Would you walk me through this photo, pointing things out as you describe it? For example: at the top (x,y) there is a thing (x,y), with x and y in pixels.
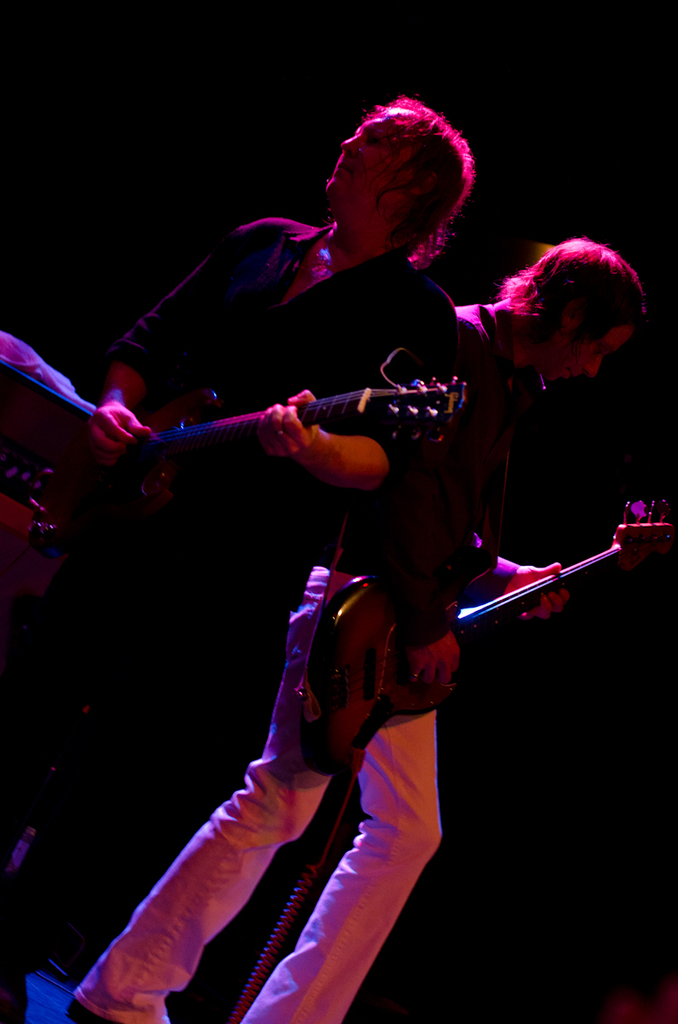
In the image there are two people (468,330) standing. On right side (526,355) there is a man (430,594) standing and holding a guitar (437,691) playing it. On left side (112,413) there is another person (175,303) standing and playing it.
